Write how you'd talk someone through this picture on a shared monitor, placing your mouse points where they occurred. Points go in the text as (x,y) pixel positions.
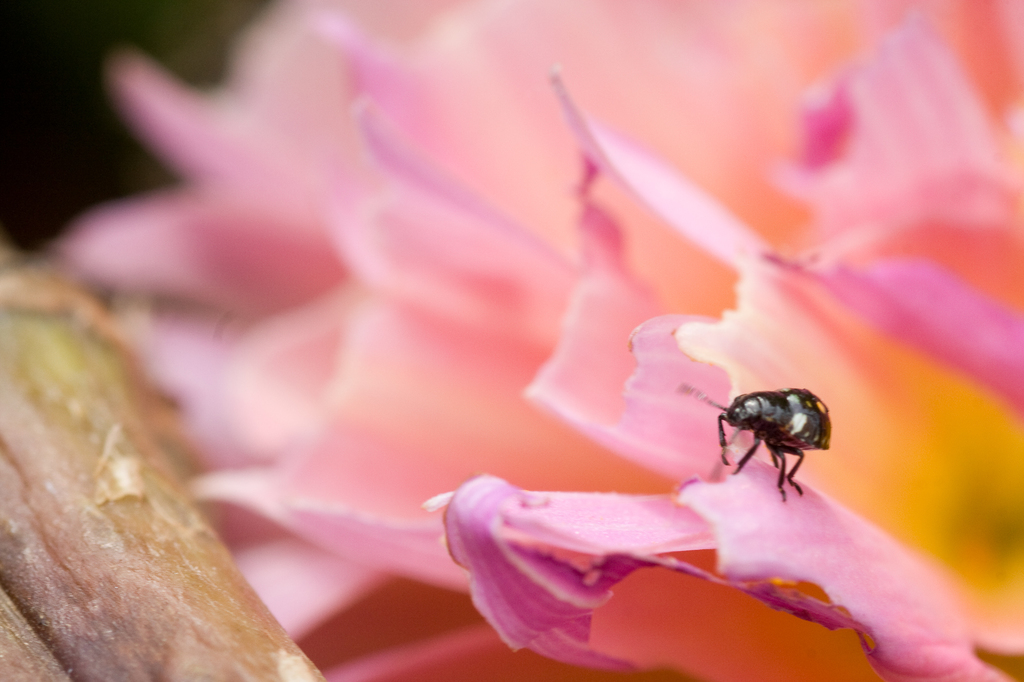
The picture consist of flowers (679,542). On the right of the picture (764,436) there is an insect (745,417). On the left (153,592) it maybe the stem (140,580). The background (703,605) is blurred.
